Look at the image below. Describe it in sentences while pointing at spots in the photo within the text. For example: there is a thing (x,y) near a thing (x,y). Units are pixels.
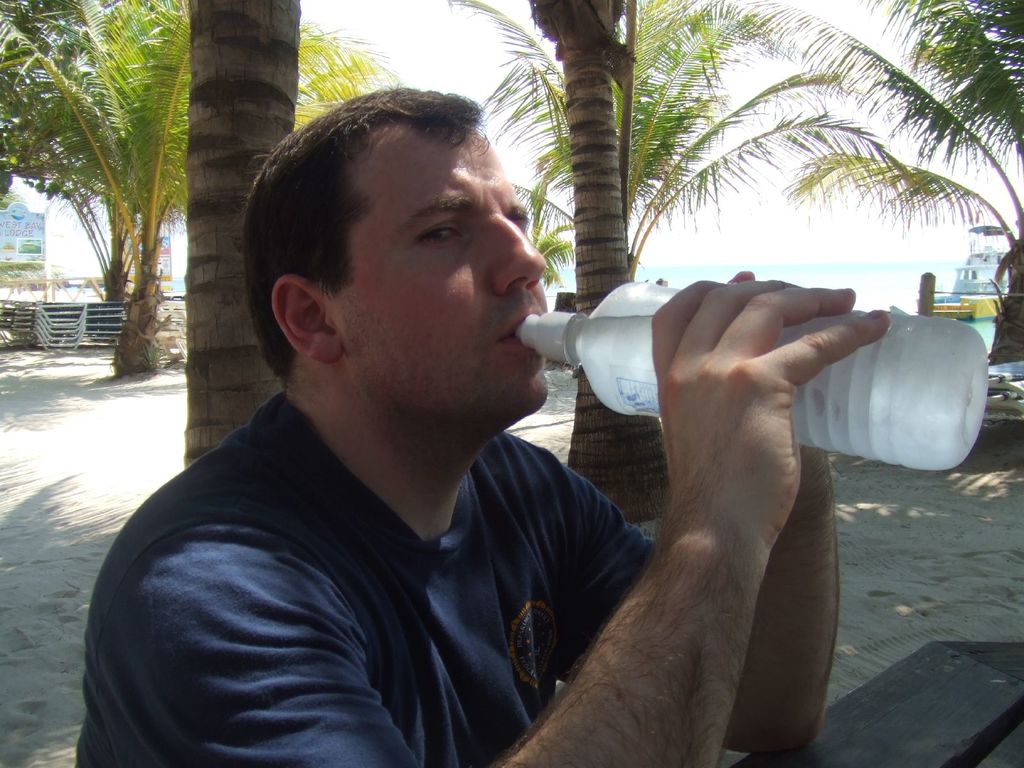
The picture is taken at the beach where one person (596,499) is sitting and wearing a blue shirt (485,567) and drinking and behind him there are trees (151,317) and at the corner of the picture there is one boat (964,284) in the water (868,290).
